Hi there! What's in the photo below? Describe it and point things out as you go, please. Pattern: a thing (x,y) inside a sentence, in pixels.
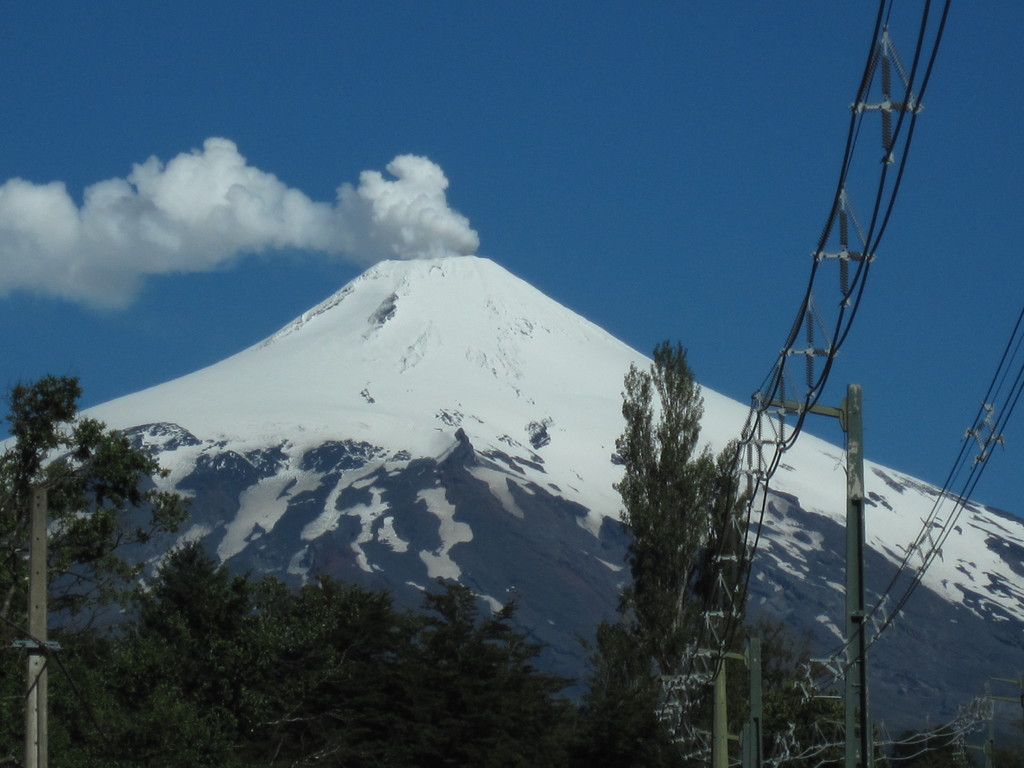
In this image I can see many trees (396,695). To the right (748,518) there are wires (816,251). In the back (307,465) I can see the mountains (395,327), smoke (376,227) and the blue sky (744,124).
